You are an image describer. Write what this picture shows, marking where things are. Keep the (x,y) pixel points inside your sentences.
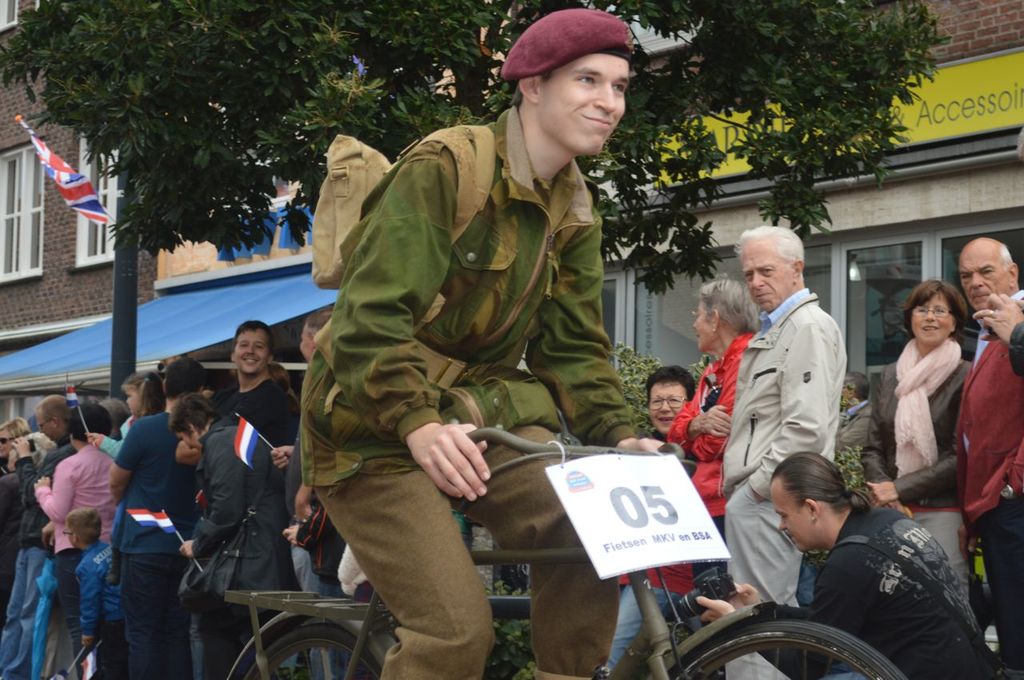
In this picture there is a man (483,261) who is riding a bicycle (724,643). In the bottom right corner (692,624) there is a man (852,590) who is holding a camera (692,590). Beside him I can see many people (962,454) were standing near to the plants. On the left (152,380) I can see some people (183,436) were holding the flags (250,431) and they are standing in the line (222,456). In the background (64,144) I can see the banner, building (851,198), doors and windows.
